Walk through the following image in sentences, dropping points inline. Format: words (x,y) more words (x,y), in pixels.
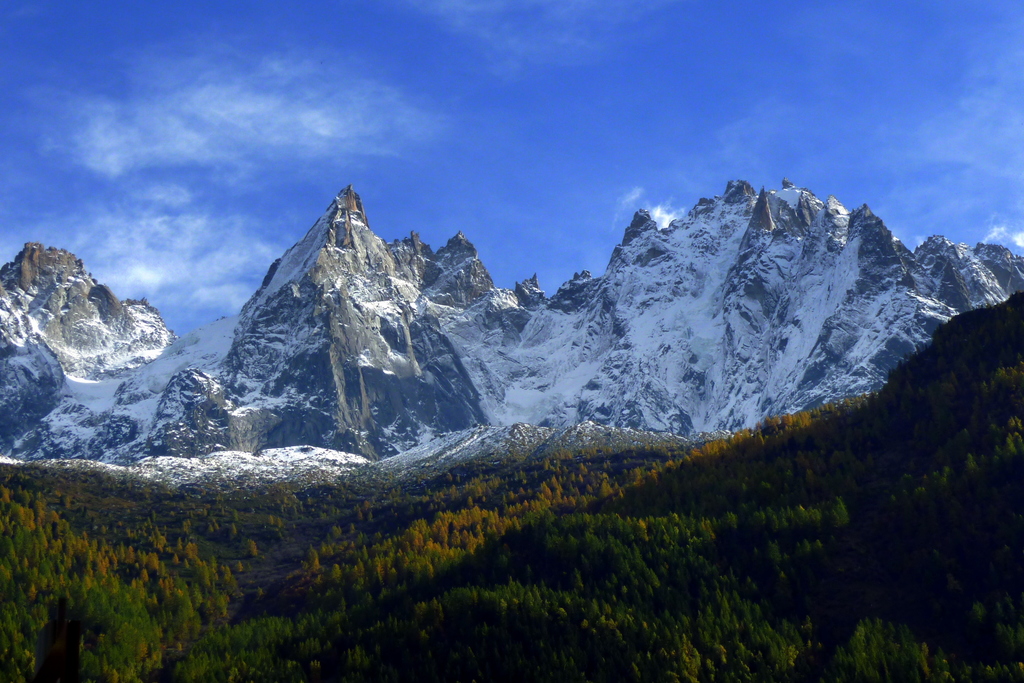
There is greenery (629,519) at the bottom side of the image (476,503), there are mountains (246,392) and sky (542,165) in the background area (635,345), it seems like snow (492,342) on the mountains (420,348).
